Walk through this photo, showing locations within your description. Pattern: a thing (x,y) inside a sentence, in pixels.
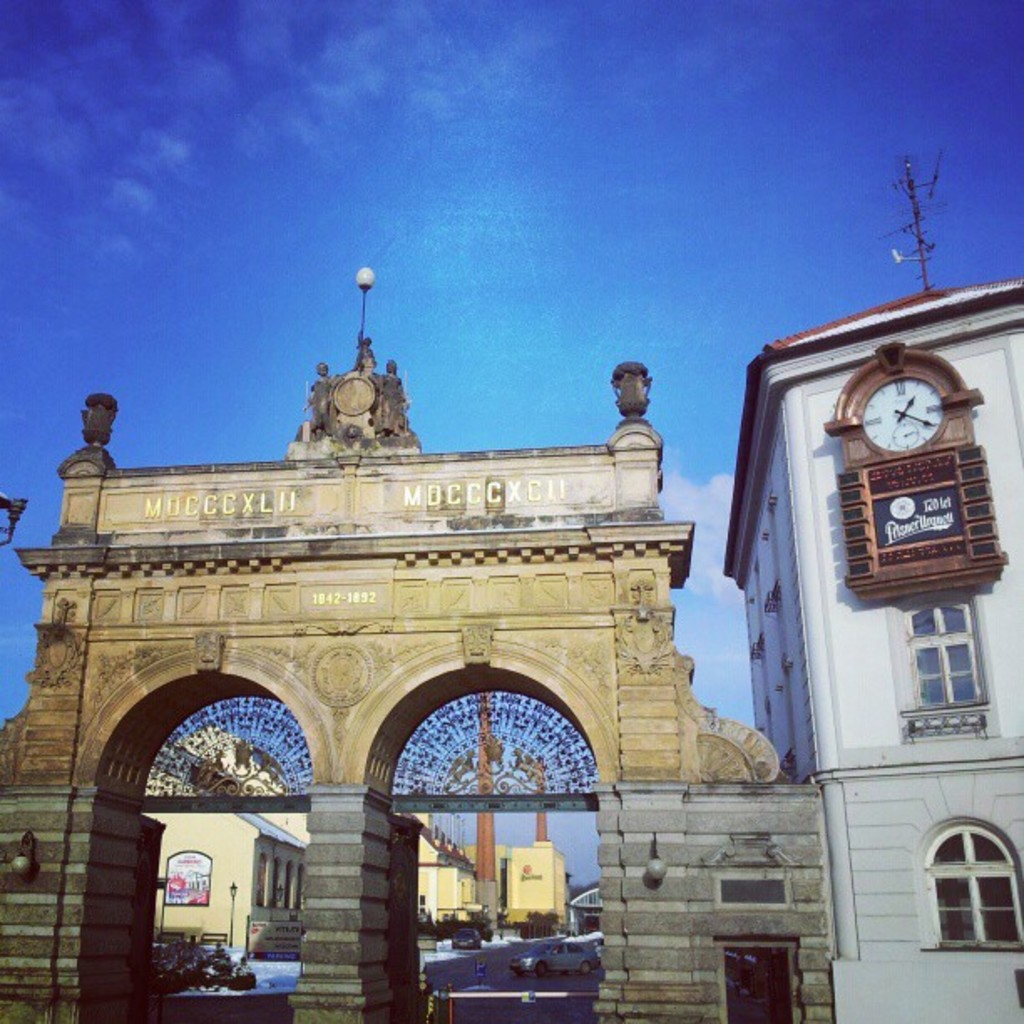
There is an entrance (334,558) with pillars (336,844) and arches (426,698). And something is written on that. Near to that there is a building (929,767) with windows (931,693) and clock (925,447) on it. On that there is an antenna (914,239). In the background (265,834) there are buildings (440,833), pillars (477,851) and road (511,959) with vehicles (546,969). In the background (453,160) there is sky (390,218).
